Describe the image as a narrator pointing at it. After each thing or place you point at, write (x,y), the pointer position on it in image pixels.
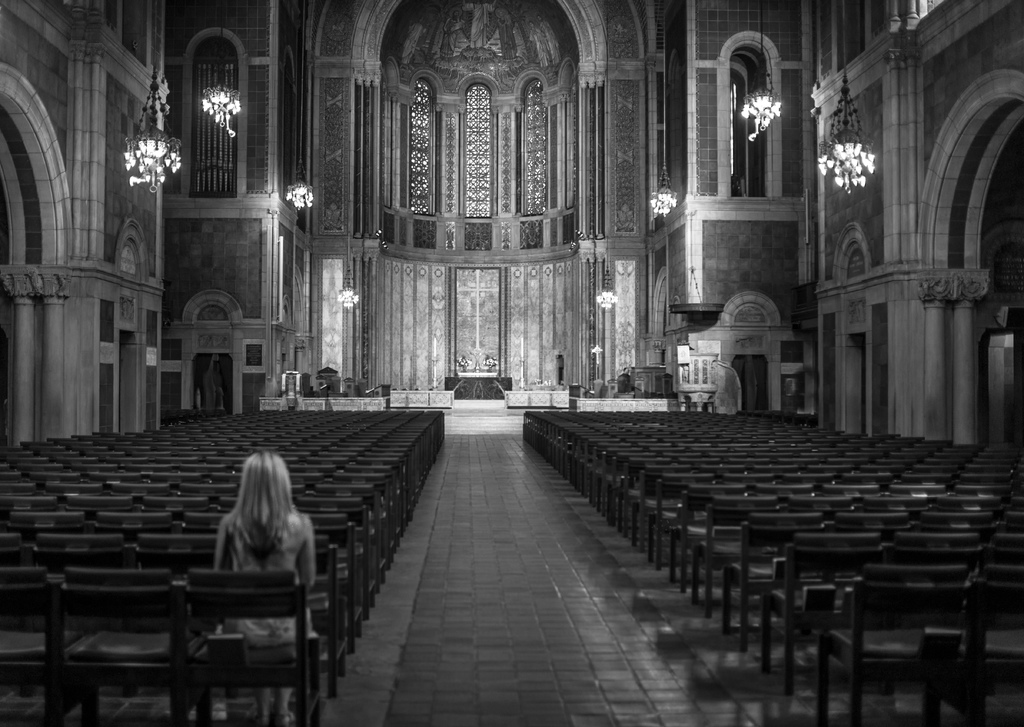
In this image i can see a woman (249,536) sitting on a chair (222,581) and a number of empty chairs (370,458). In the background (480,110) i can see the interior of the building (581,195), few lights (671,202) and the wall (302,244).
